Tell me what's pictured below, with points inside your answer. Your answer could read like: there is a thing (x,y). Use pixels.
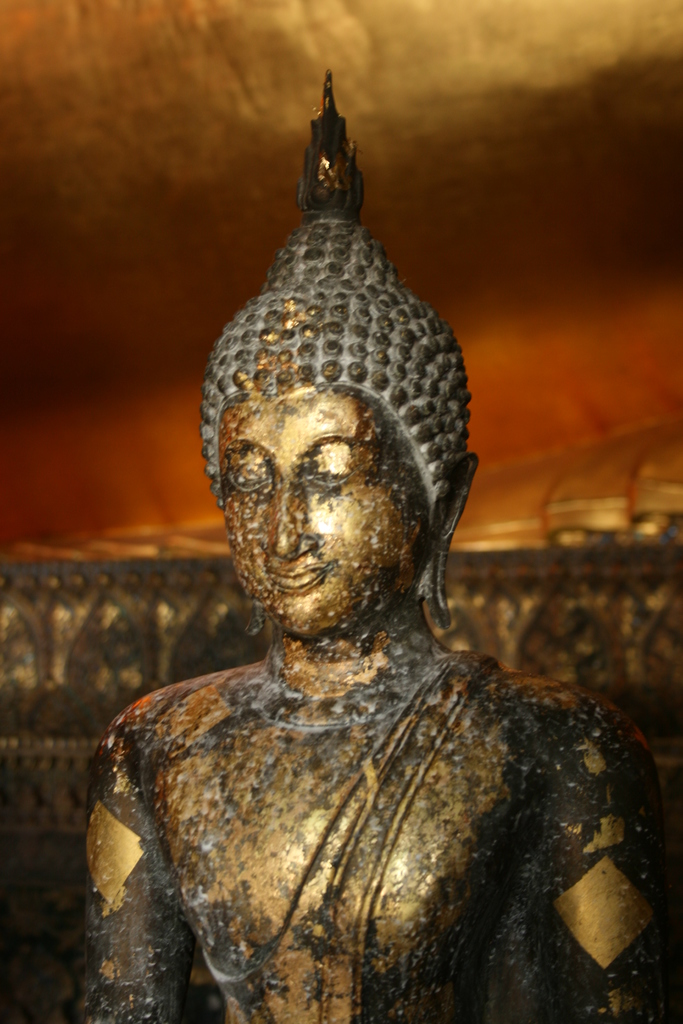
In this image we can see a sculpture (316,764) and in the background (198,209) we can see objects (382,87).
